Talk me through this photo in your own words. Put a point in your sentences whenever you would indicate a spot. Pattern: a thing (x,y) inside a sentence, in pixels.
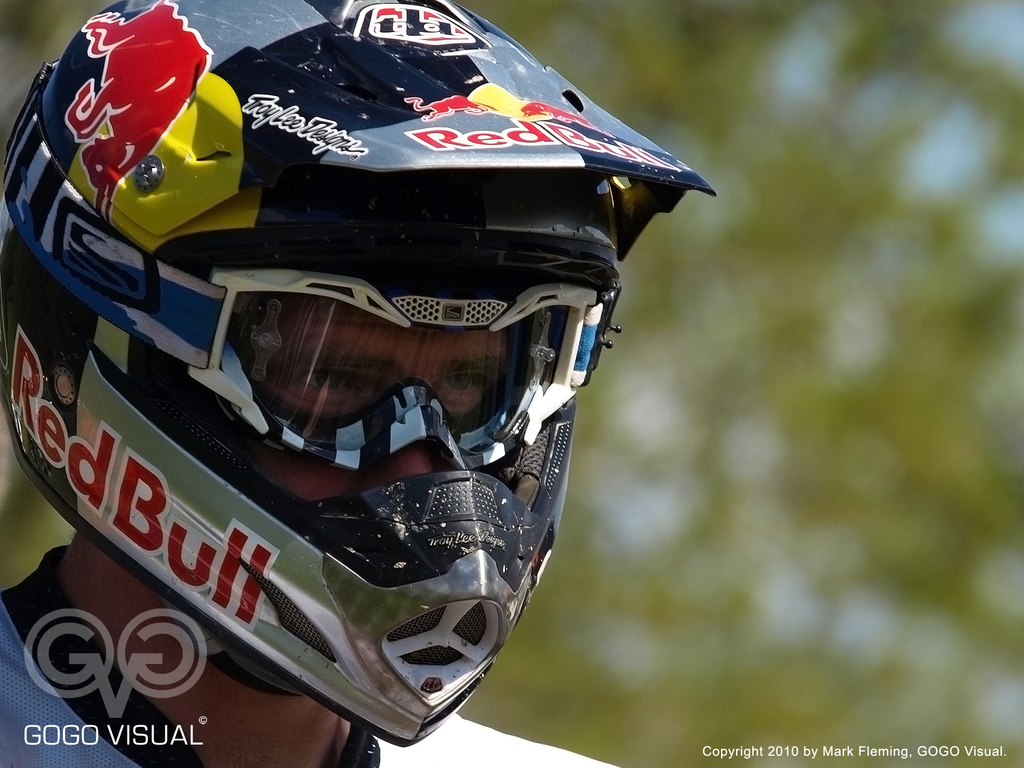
In this image we can see a person (71,571) wearing bike helmet (191,418) which is in different color.
